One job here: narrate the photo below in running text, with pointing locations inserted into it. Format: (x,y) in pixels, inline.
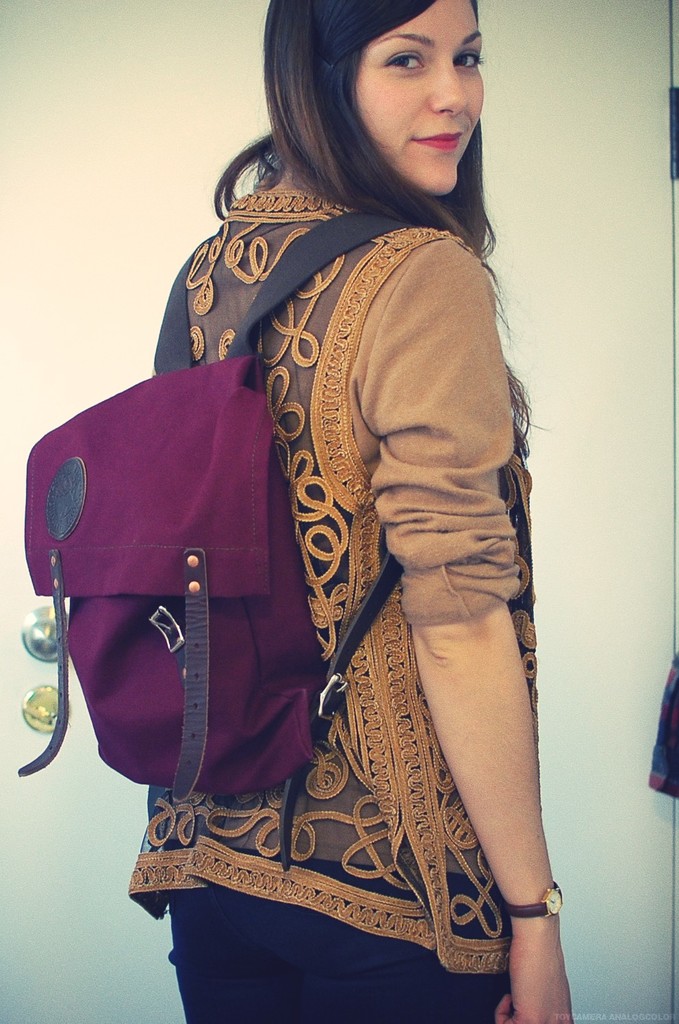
In this image we can see a lady (268,347) wearing watch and bag (229,456). In the back (545,517) there is a door (88,830).
